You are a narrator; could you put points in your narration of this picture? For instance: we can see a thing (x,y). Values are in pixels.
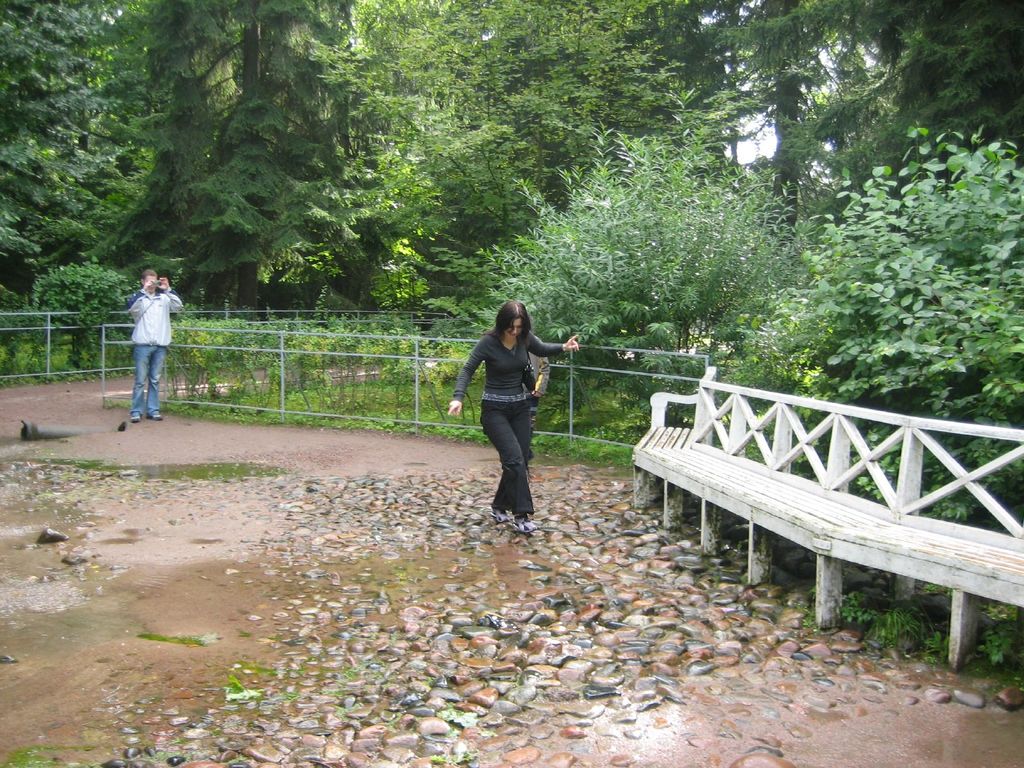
In this image we can see a man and a woman (515,449). Here we can see stones (476,766), groundwater (206,472), bench (850,480), fence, plants (598,407), and trees (619,62). In the background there is sky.
